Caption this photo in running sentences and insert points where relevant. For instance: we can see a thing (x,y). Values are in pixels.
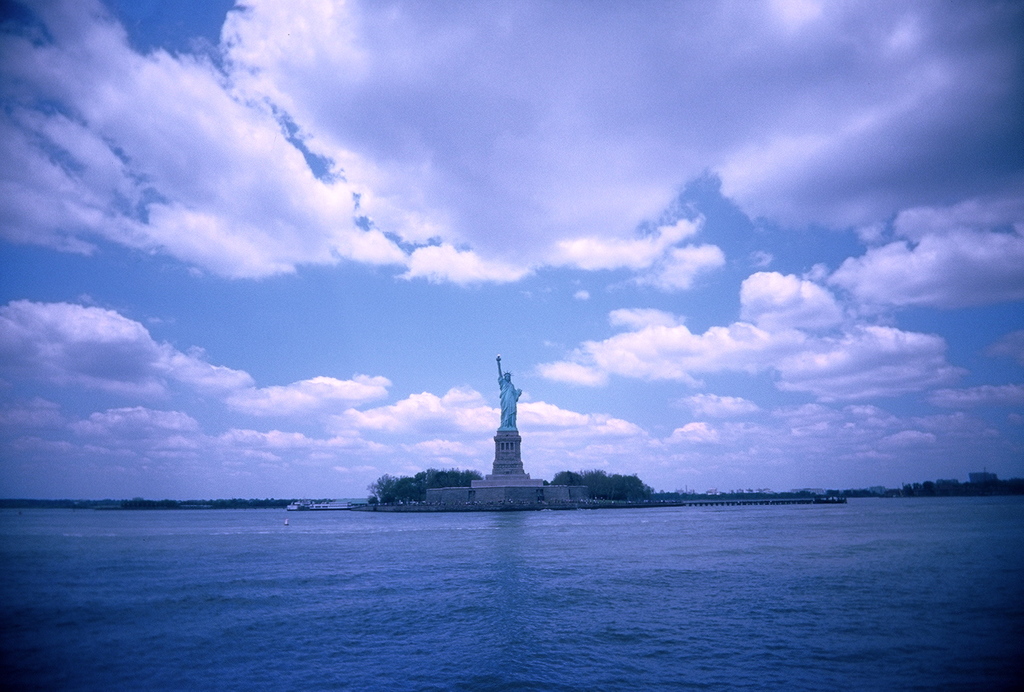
In this image I can see water (406,540) in the front (631,552). In the background (478,482) I can see the Statue of Liberty (491,485), number of trees (615,492), few buildings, clouds (167,434) and the sky (379,324).
